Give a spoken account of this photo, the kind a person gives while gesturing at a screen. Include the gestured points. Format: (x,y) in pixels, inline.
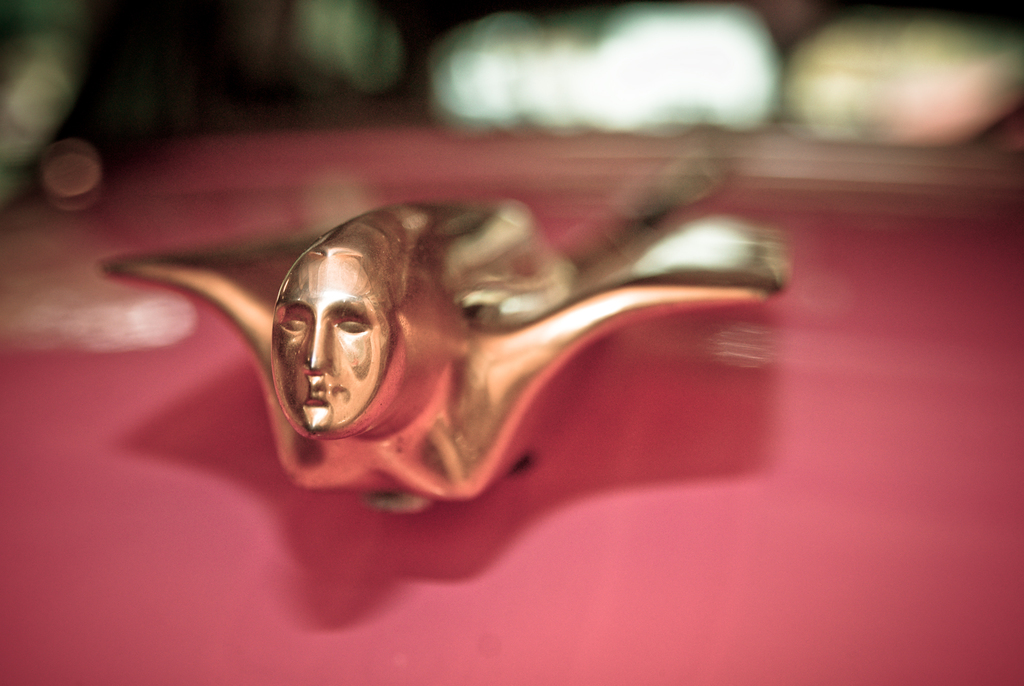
In this image there is a copper item (431,343) of a person (284,361) on the red color object (457,592), and there is blur background (237,93).
